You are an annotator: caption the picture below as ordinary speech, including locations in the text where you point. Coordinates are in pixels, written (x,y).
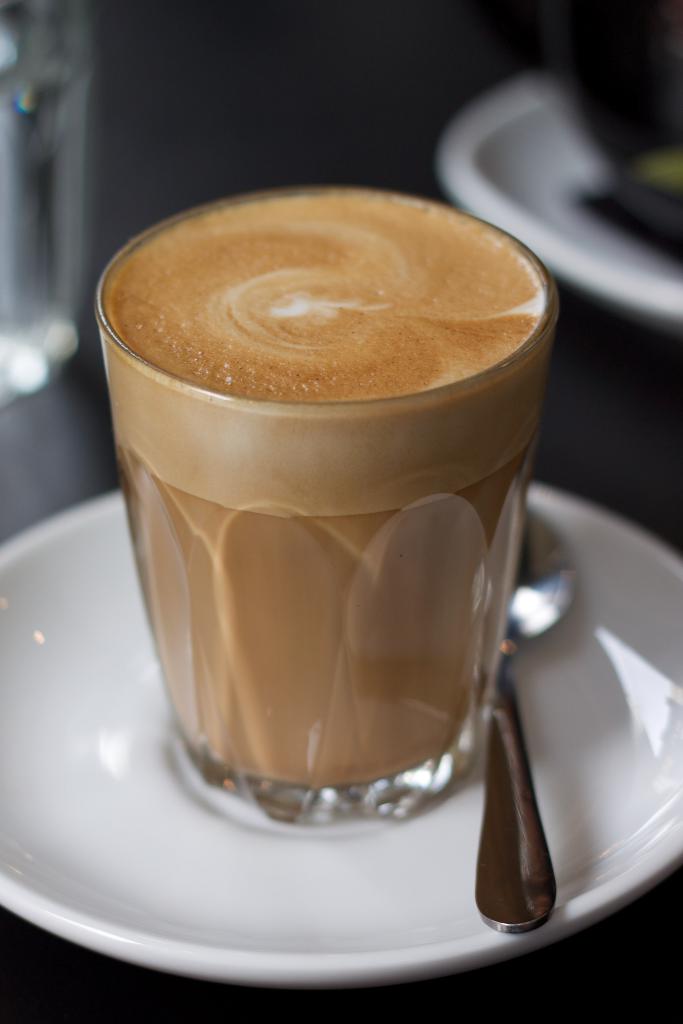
In this image in the foreground (127,661) there is one saucer (106,608) cup (444,614) and spoon (481,846) and in the cup (334,469) there is coffee (344,357), in the background (499,209) there is another saucer (534,185).
